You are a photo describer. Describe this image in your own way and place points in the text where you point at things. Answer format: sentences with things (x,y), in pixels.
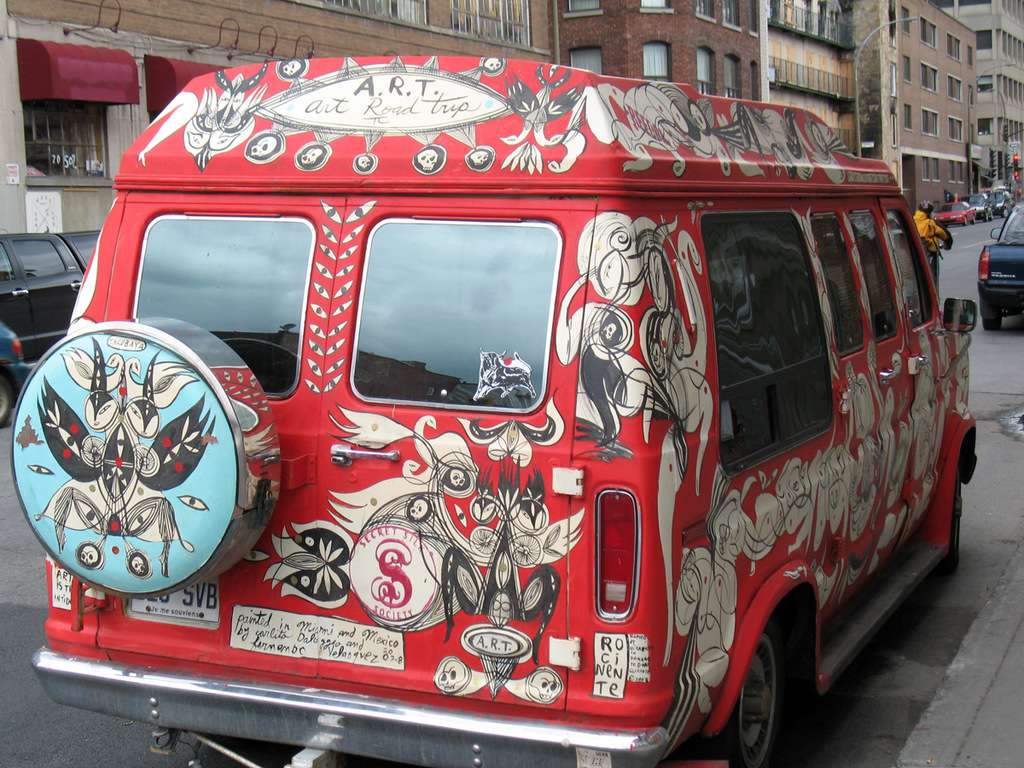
This is an outside view. Here I can see a red color vehicle (524,597) on which there are few paintings (400,70). In the background (58,260) there are some more vehicles (993,274) on the road (976,246) and also I can see few buildings (824,54).
